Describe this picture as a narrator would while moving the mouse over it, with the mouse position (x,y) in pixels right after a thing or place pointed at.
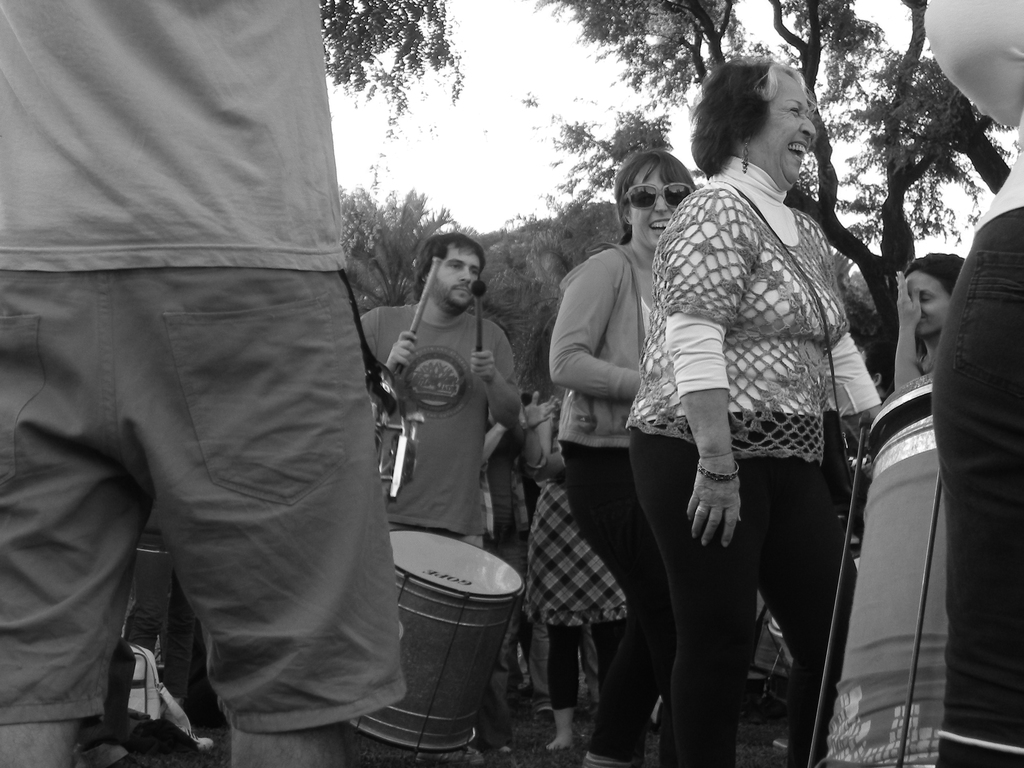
In this picture there are group of people (518,453) standing and there is a person (454,284) standing and holding the drumsticks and there are drums (880,464). At the back (554,243) there are trees (863,267). At the top (462,117) there is sky (462,117). At the bottom (150,686) there are bags (178,722) on the grass (474,764).
